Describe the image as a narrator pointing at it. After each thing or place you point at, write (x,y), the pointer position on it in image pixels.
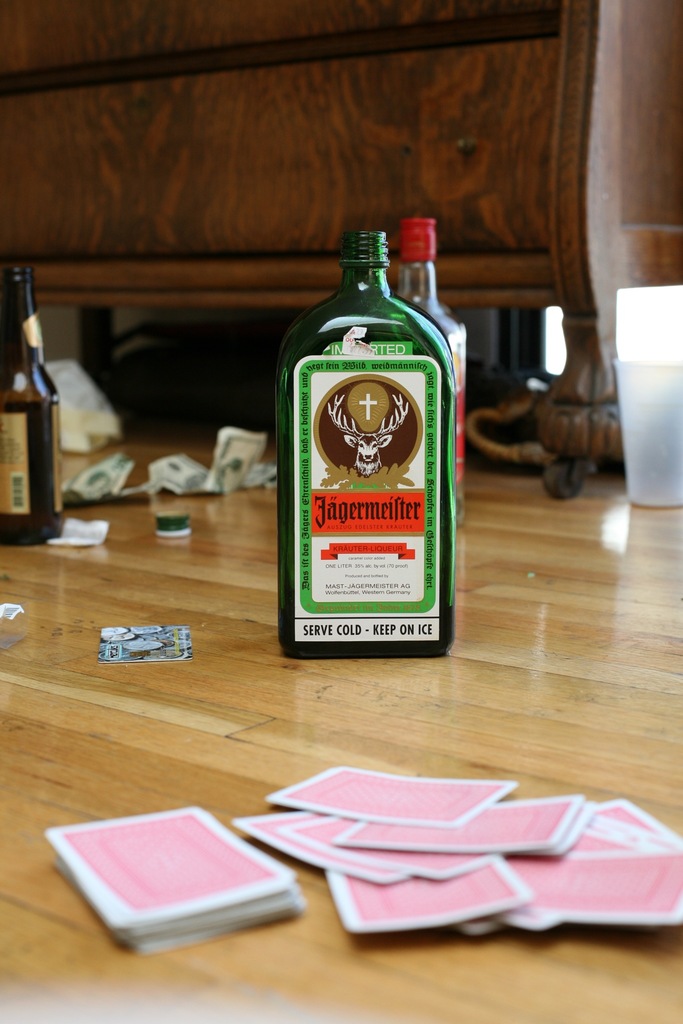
In this image we can see a green color bottle (358,448) with a label (337,518) on it, playing cards (402,858) on the floor (292,864). In the background (246,475) we can see money (208,472), glass (648,440), cupboard (476,243) and few more bottles (41,364).
